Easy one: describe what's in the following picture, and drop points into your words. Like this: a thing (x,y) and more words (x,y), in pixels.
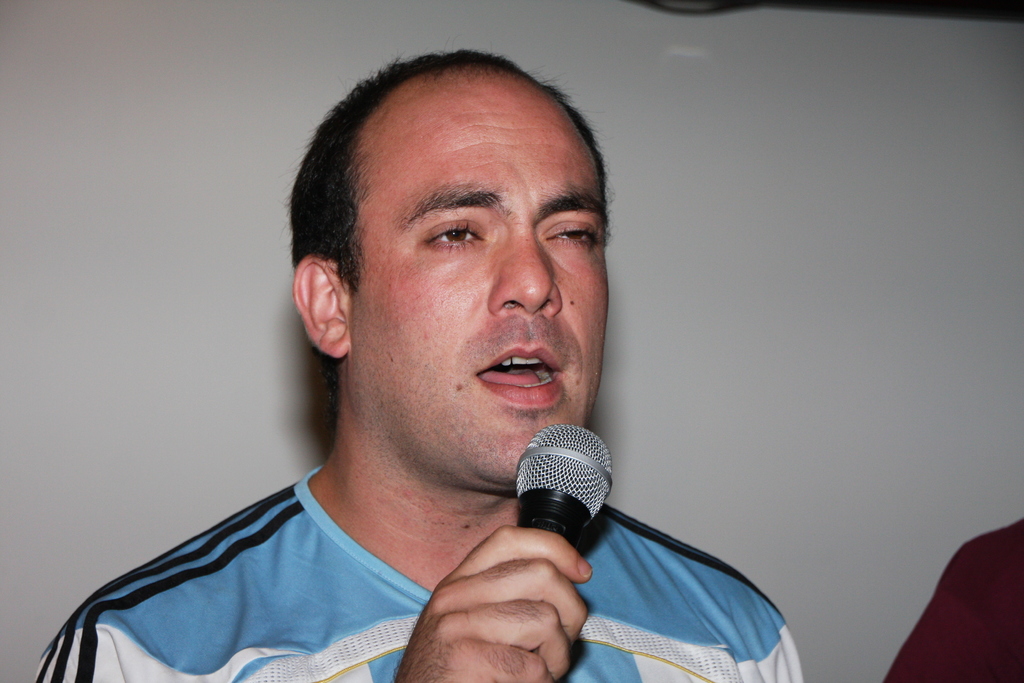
In this image in front (251,669) there is a person (447,517) standing by holding the mike (544,488). On the backside (208,389) there is a wall (131,263).
